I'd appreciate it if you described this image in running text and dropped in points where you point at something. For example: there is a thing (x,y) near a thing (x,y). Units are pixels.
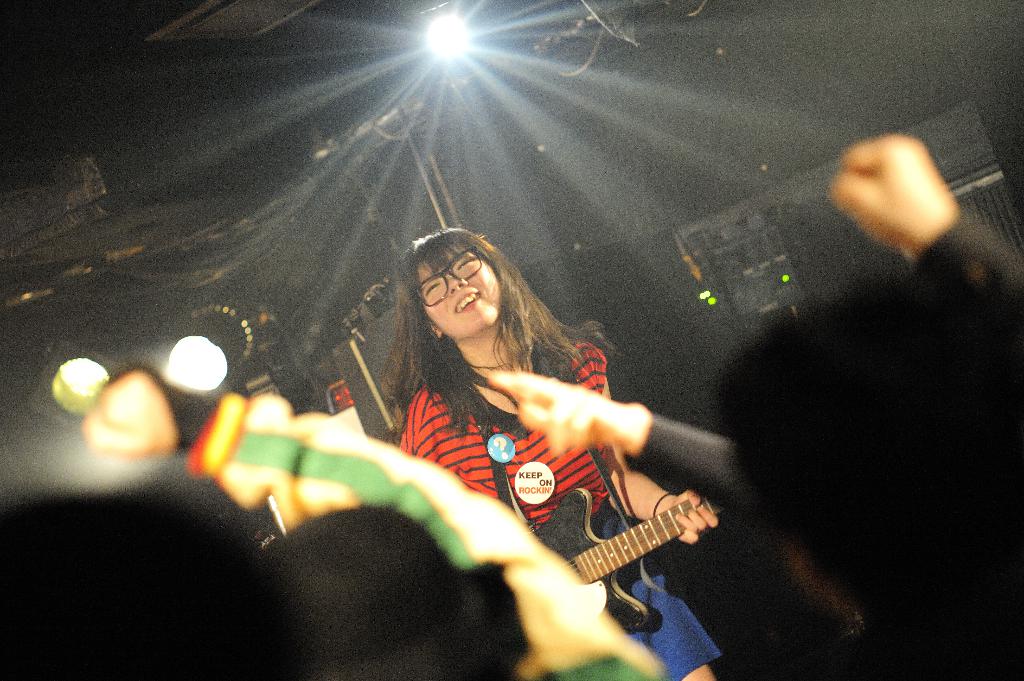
This picture shows a woman (680,533) standing and holding a guitar (581,512) in her hand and we see few people (343,524) standing in front of her and we see light (449,34).
